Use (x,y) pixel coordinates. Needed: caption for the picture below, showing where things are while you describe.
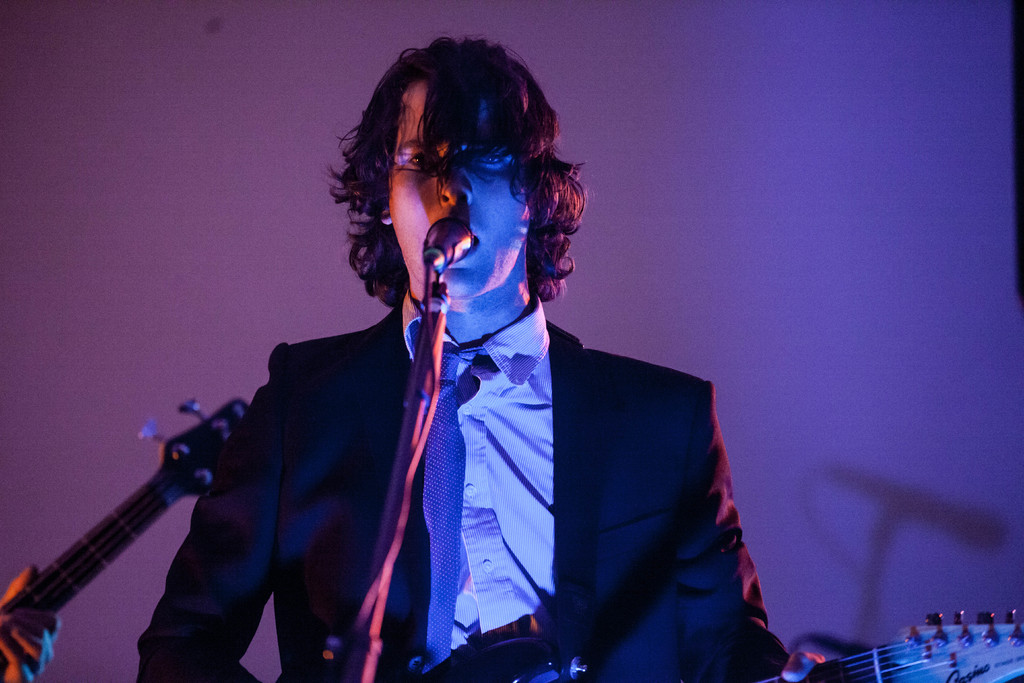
In this image we can see a person (524,431) playing a guitar (902,659) and a mic (446,250) in front of the person (402,597), beside the person (436,578) there is a person's hand (42,626) holding a guitar (188,464) and a wall (252,157) in the background (808,187).
